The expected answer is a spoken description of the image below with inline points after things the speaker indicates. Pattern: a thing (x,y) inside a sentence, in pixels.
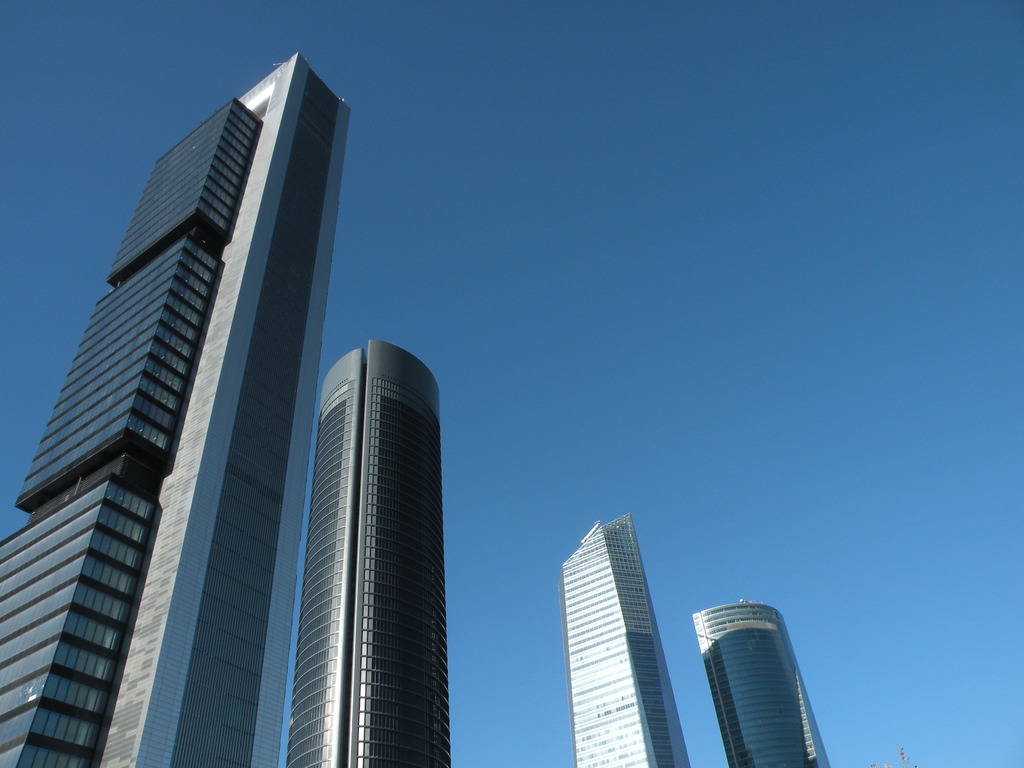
In the image there are skyscrapers (404,492) in the back (665,647) and above its sky (664,175).
